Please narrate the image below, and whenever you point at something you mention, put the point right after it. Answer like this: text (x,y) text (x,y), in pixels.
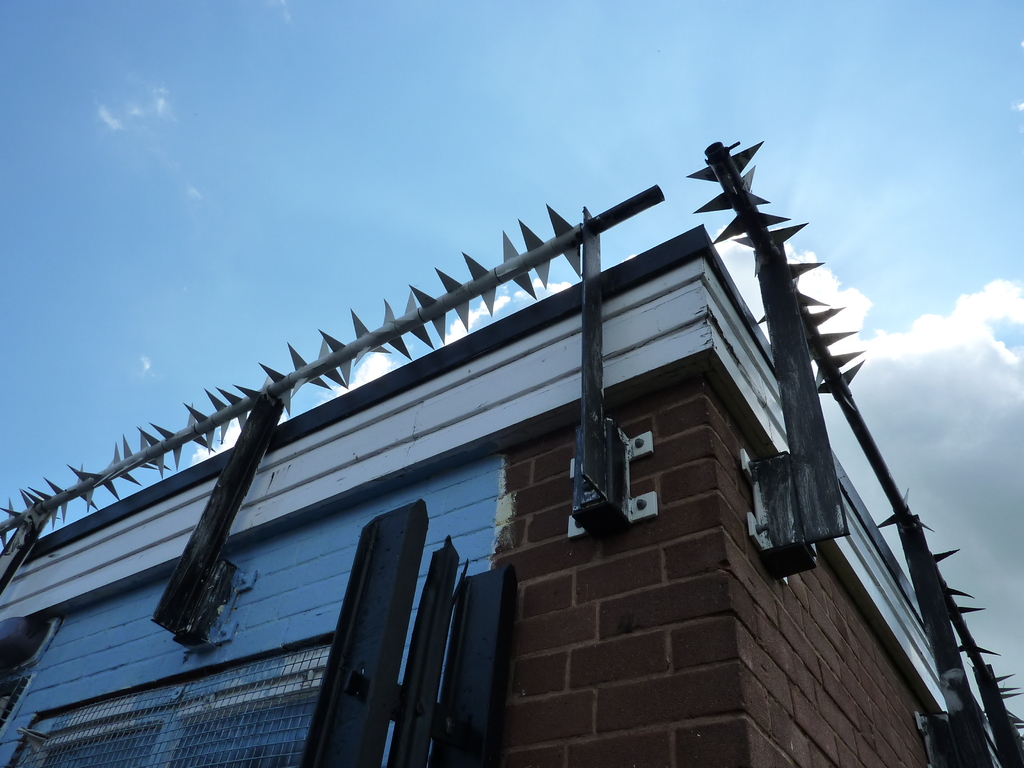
In the image we can see building (377,406), metal fence (313,370) and the cloudy sky (884,302).
